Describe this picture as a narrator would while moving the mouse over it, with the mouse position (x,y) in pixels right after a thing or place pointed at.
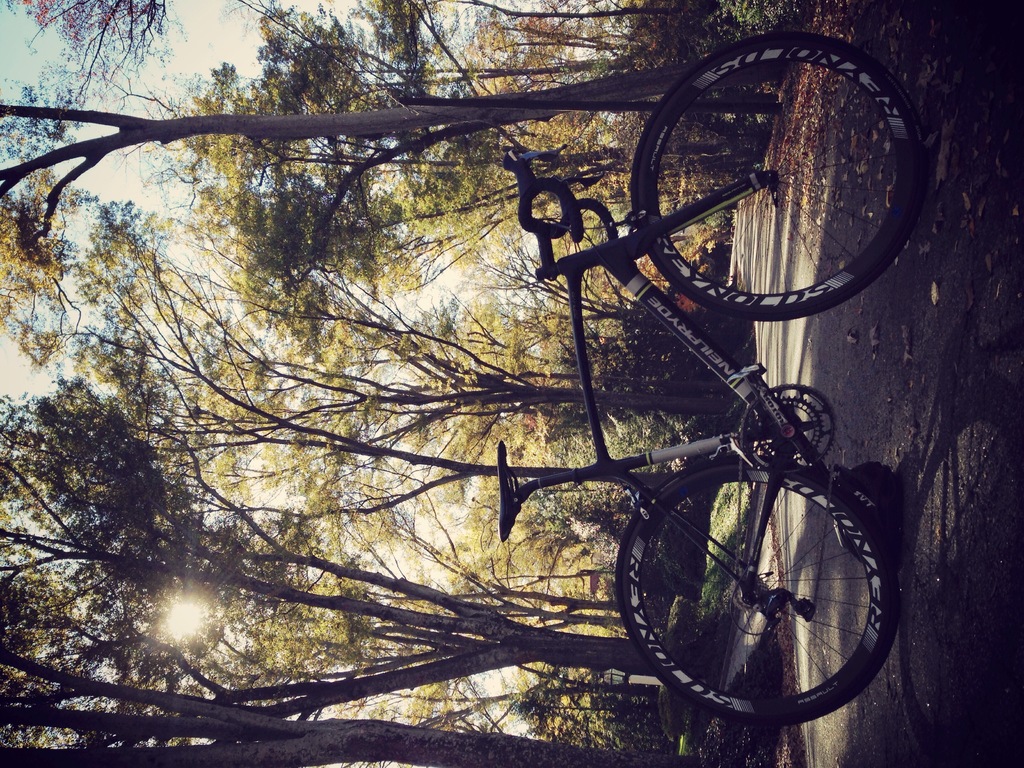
In this picture we can see a bicycle (598,452) and dried leaves (784,182) on the road (880,723) and in the background (665,609) we can see plants (690,727), trees (496,353) and the sky (509,687).
